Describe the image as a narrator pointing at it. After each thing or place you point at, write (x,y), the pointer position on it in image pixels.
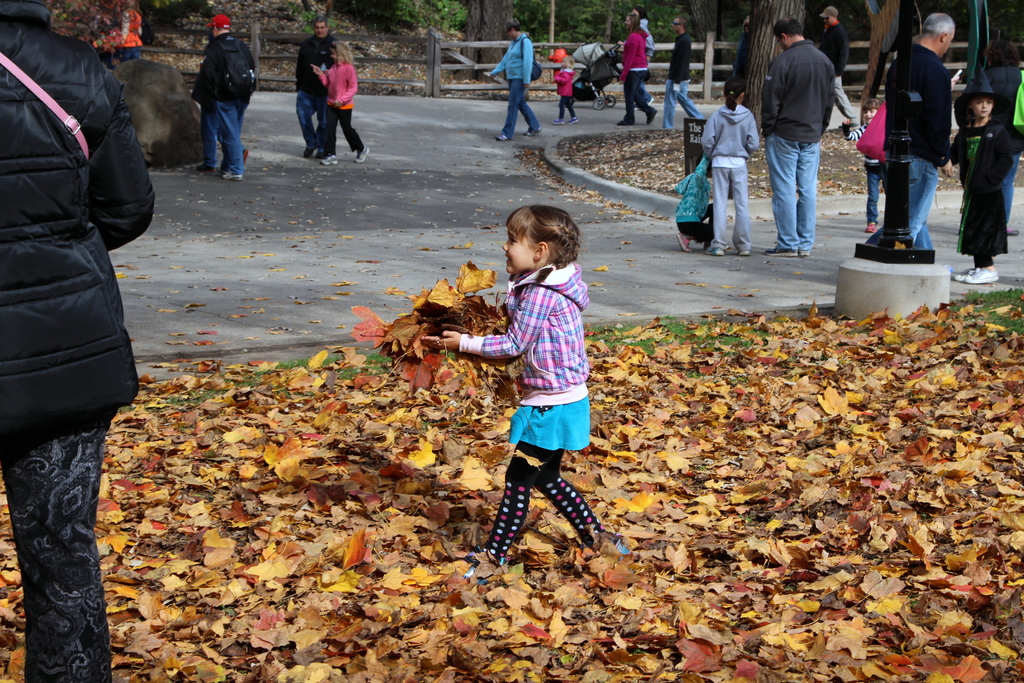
In this picture we can see some people (850,103) standing and some people (230,102) walking, at the bottom (825,590) there are some leaves (797,572), this kid (528,401) is holding some leaves (509,367), we can see trees (762,90) in the background (739,32).
